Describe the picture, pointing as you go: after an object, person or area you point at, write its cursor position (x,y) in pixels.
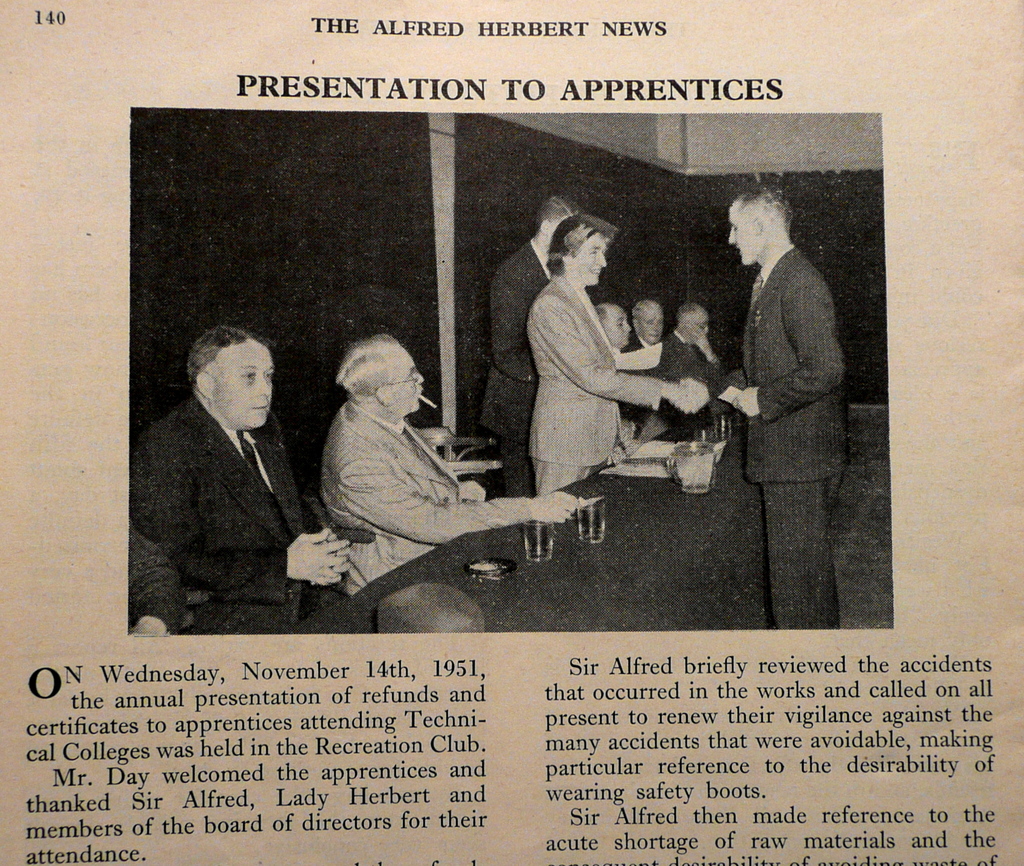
In this image we can see there is a paper (766,737), on which there is an image (577,495) of a few people (397,479) sitting and standing in front of the table (616,486), on which there are glasses (595,523), papers (655,470) and some other objects (706,477). At the top (409,92) and bottom of the image (580,697) there is some text (776,709).
